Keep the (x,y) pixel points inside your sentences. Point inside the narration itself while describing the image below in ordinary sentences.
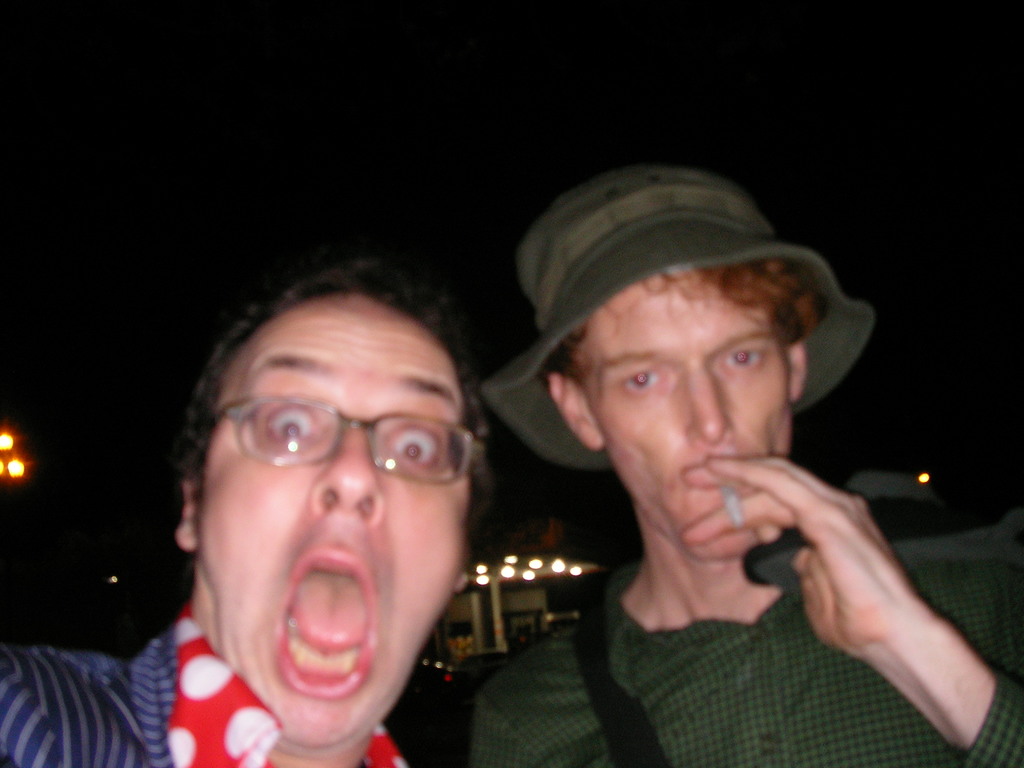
In the image we can see two men (389,642) wearing clothes (516,677). The right side man (551,680) is wearing a hat (652,242) and the left side man (371,613) is wearing spectacles (319,429) and the background (241,271) is dark.
